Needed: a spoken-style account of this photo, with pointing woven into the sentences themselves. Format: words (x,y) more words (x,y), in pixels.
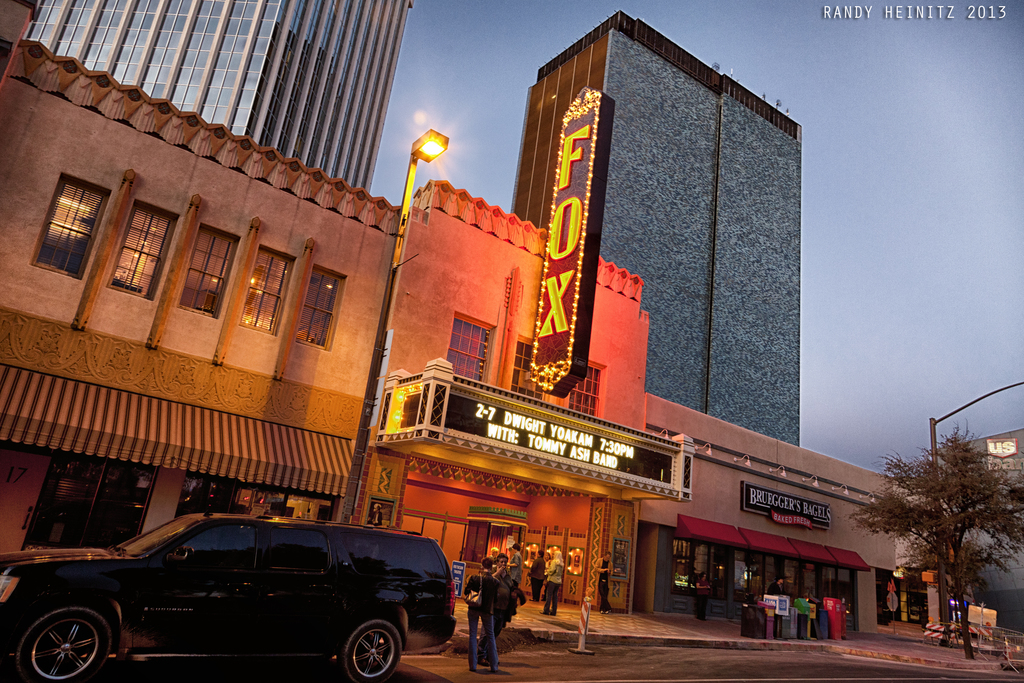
In this picture I can see the buildings (707,499). In the bottom left (201,562) there is a black color car (236,569) on the road (320,674). Beside that I can see the street light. In front of the door (528,542) I can see many people (494,652) were standing. In the bottom right (772,628) I can see the dustbins (817,607), poles (937,578) and trees (964,583). At the top (536,59) I can see the sky (483,57) and clouds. In the top right (988,16) I can see the watermark (931,15).
